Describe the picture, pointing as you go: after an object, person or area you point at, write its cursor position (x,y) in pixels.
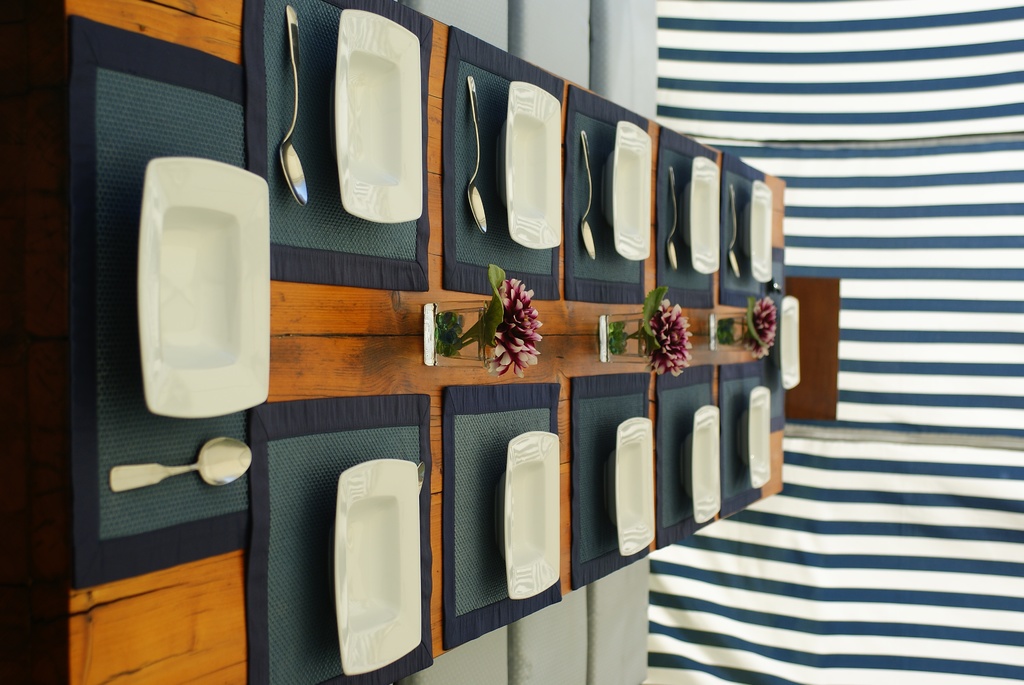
In this image, we can see a dining table (445,298) and there are plates (261,274), spoons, glasses (710,328) are placed on the table (563,421) and in the background (874,205), we can see curtains (865,524).
